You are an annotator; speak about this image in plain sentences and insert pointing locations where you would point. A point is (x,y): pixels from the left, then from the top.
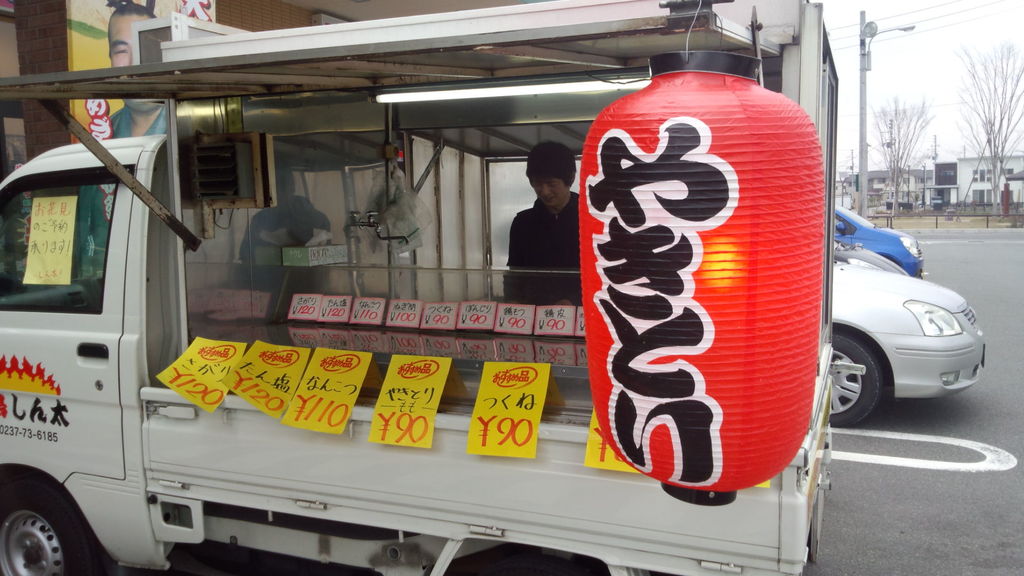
In this picture there is a man (549,207) who is standing near to the truck (481,374). In the truck (342,345) I can see some posters (446,307), tables (425,335) and other objects (515,325). In the back (905,305) I can see many cars (887,271) which are parked on the road (861,427). In the background (915,211) I can see many buildings (844,196), trees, plants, fencing (892,216) and electric pole (866,200) and wires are connected to it. In the top right corner (916,47) I can see the sky (931,43). In the top left (103,23) I can see the banner (88,27) which is placed on the wall (50,31).
